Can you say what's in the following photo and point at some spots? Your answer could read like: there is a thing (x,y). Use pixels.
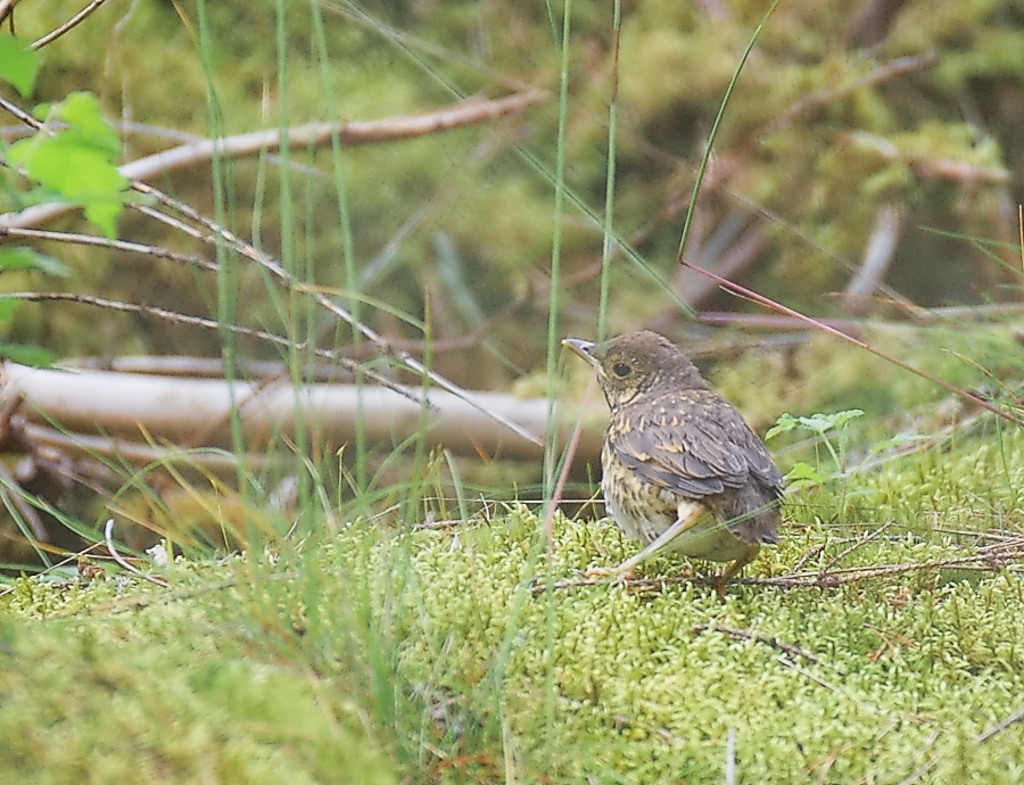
In the picture there is a small bird (620,395) standing on the grass (820,509) and the background of the bird (657,341) is green.
